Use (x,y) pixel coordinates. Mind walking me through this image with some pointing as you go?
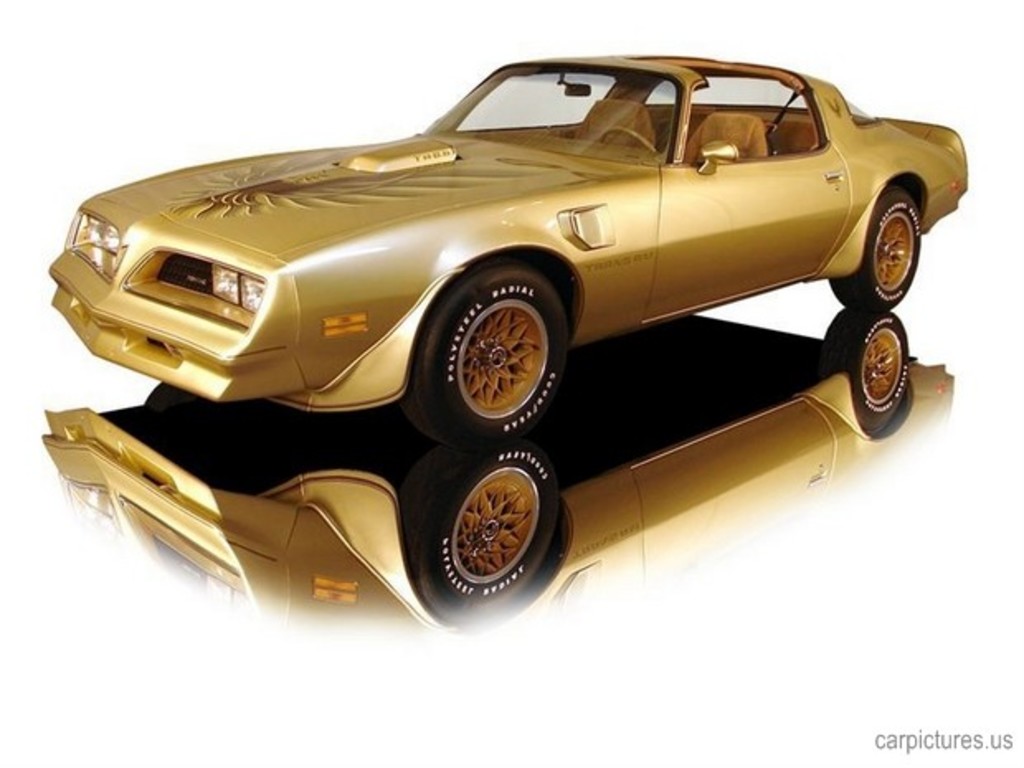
In this image we can see a car (348,318). There is a reflection (475,507) of a car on the surface (644,470). There is a white background (450,753) in the image.
